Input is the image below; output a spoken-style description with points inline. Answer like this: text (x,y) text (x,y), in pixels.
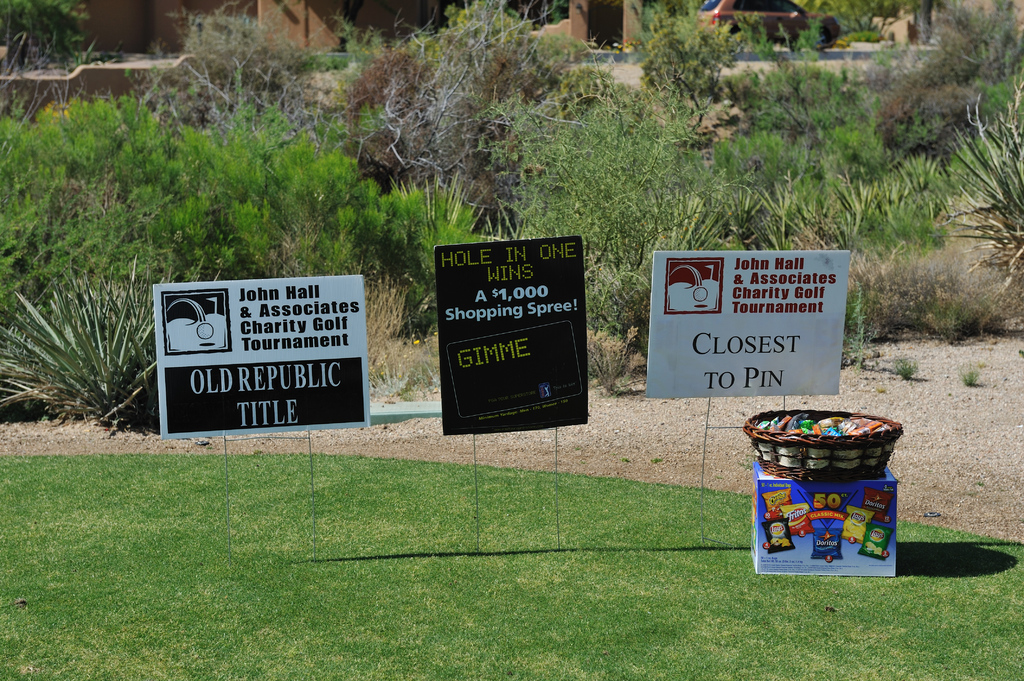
In the foreground of this image (419,516), there are three boards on the grass (664,610) and a cardboard box (827,541) on which there is a basket (835,444). In the background (621,123), there are plants (479,140), a vehicle (789,5) moving on the road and it seems like buildings (267,7) on the top (309,7).
